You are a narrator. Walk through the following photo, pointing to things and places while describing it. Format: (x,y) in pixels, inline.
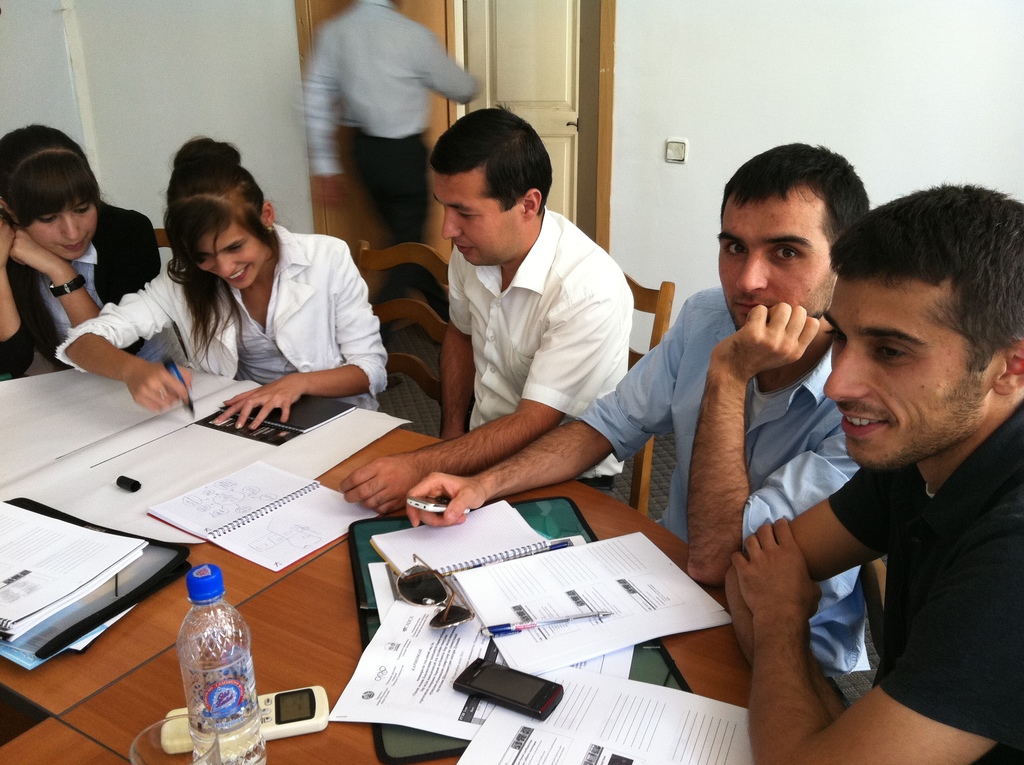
In this image i can see three men (692,343) are sitting on the chair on the right side (717,472) and on the left side (51,251) there are two women (126,284) sitting on the chair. And on the table (96,713) we can see a few books (277,532) and some paper (449,698). And we have water bottle (249,655) and a remote control (289,709). Behind the people (326,283) a man (379,169) is walking through the door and a white color wall (818,63) behind the persons (825,294).
